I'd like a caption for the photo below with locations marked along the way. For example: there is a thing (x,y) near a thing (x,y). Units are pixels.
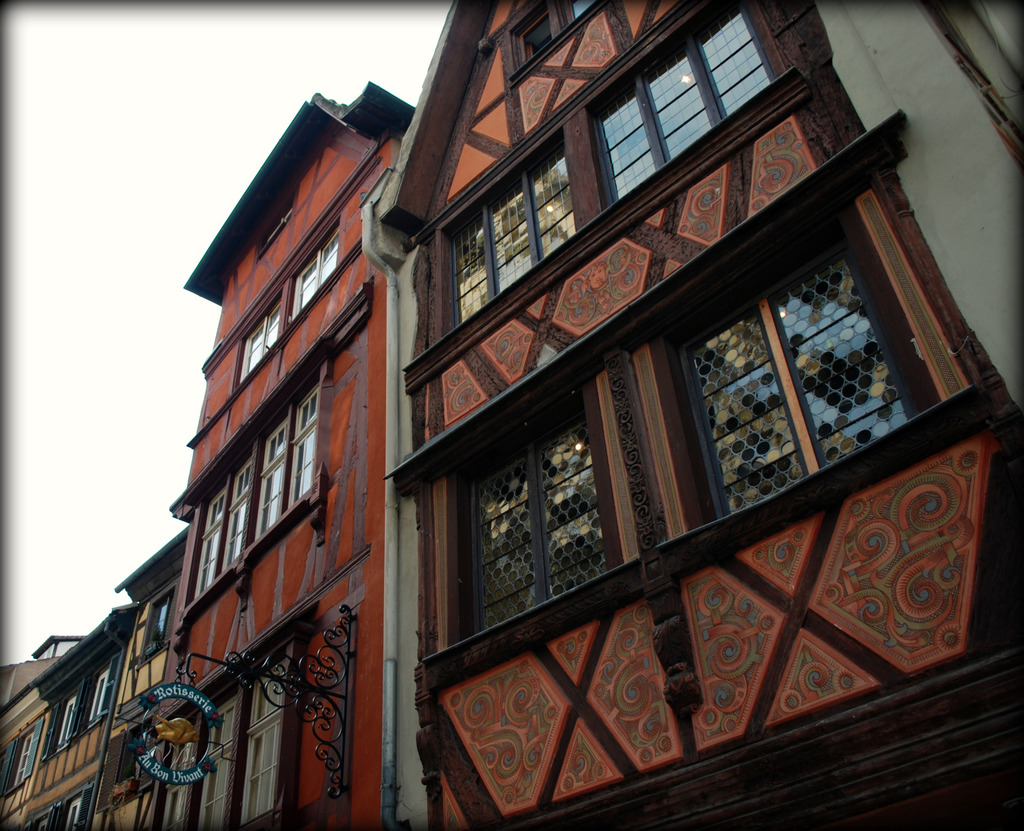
In this image we can see buildings (143,798). Here we can see the name board (213,712) and the sky (203,333) in the background (198,311).
